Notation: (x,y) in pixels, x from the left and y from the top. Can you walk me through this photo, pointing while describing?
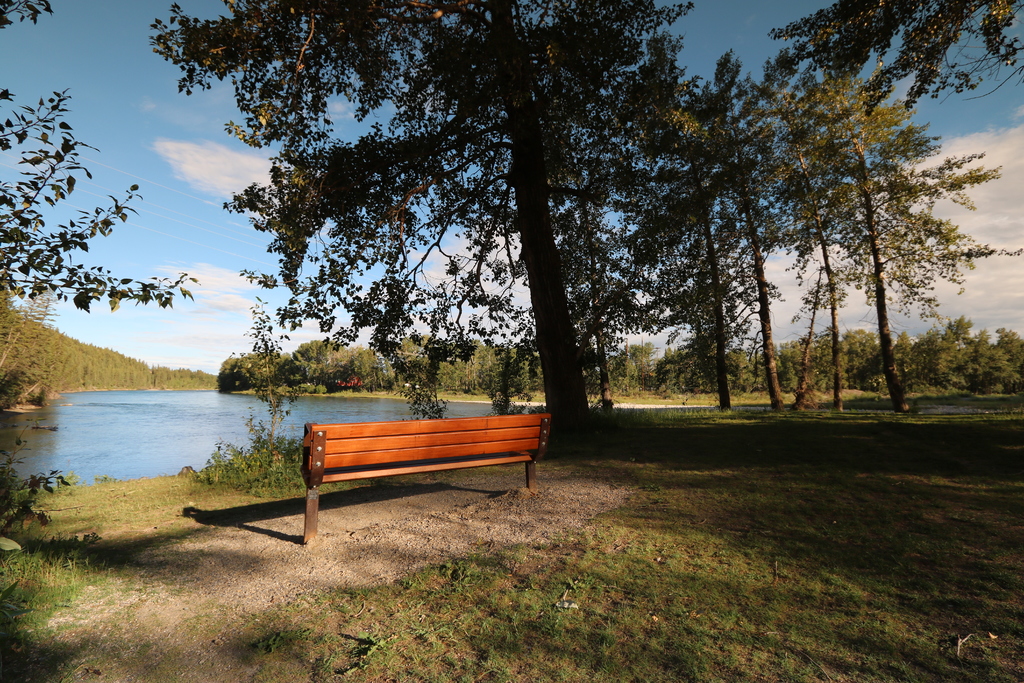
In this image, we can see so many trees (996,373), plants (261,435), water (70,469), grass (750,529) and bench (516,435). Background (967,282) there is a sky (118,264).
